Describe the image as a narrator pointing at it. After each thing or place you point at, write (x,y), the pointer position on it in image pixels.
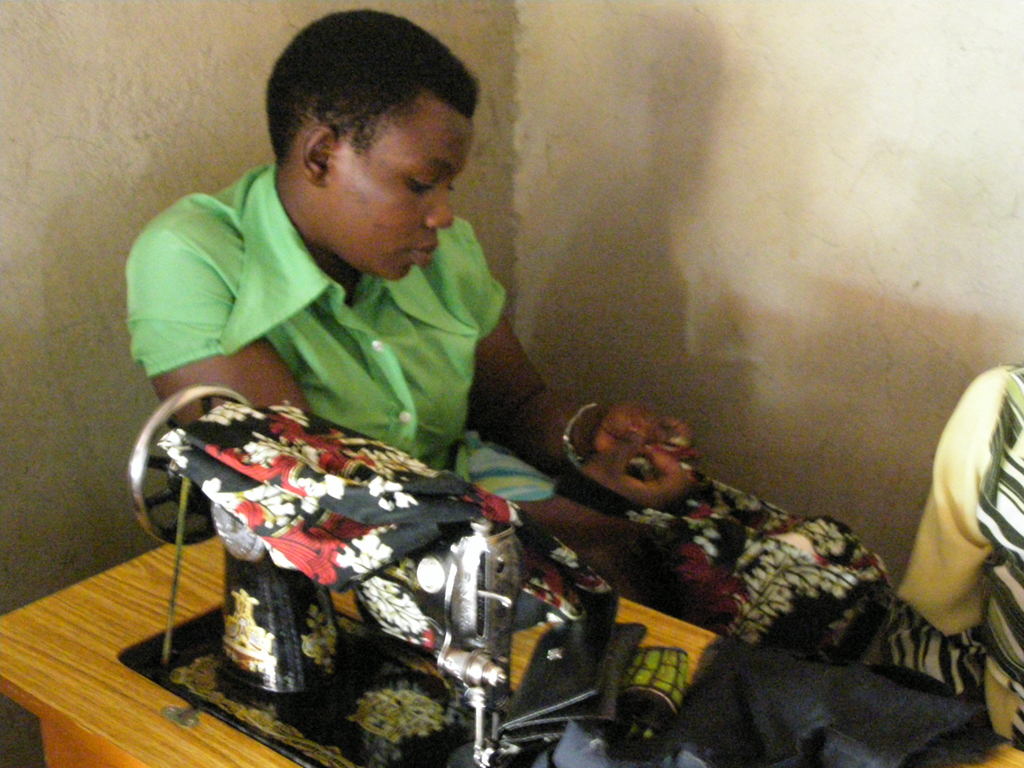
In the center of the image (432,269) there is a woman (311,243) sitting at the table (164,727). On the table (154,735) we can see stitch machine (493,654) and clothes (750,628). In the background (756,157) there is wall (511,71).
